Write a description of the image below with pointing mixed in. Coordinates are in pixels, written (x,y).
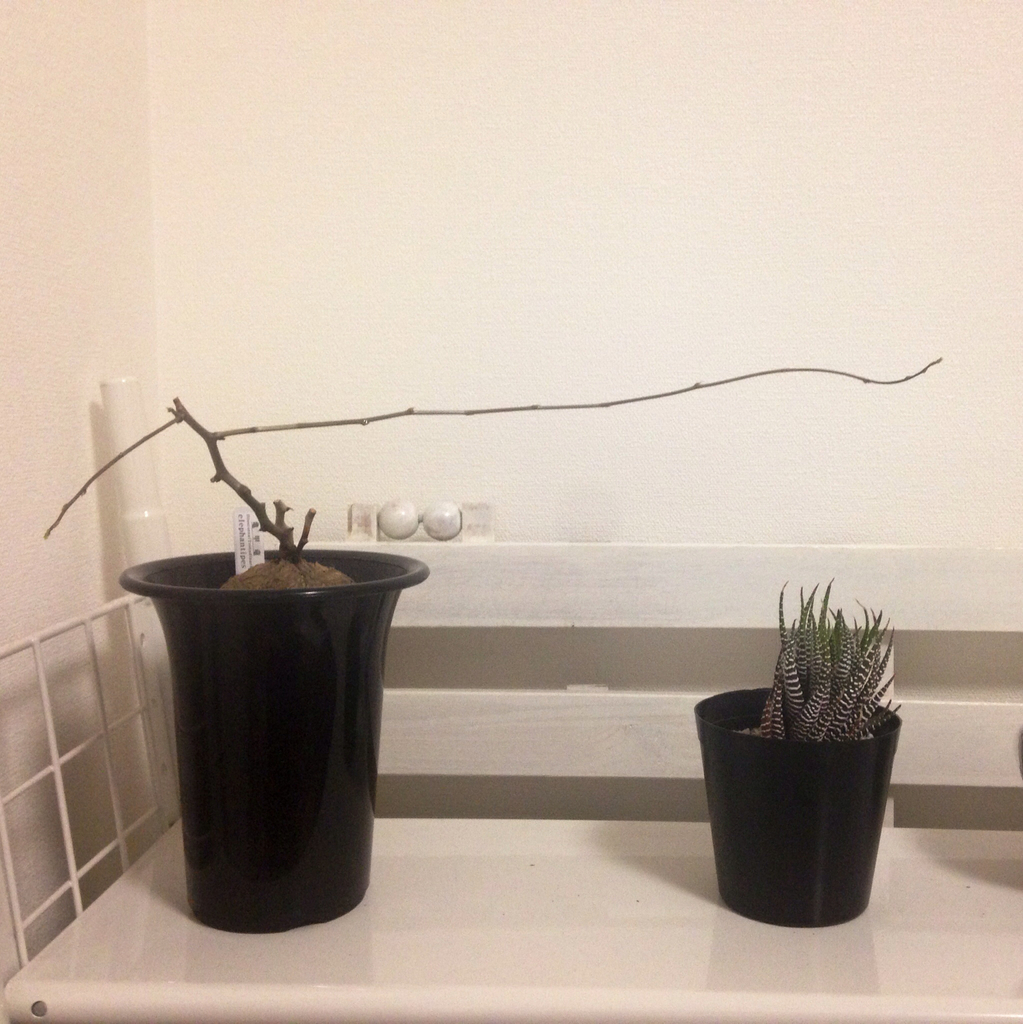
In this image we can see the houseplants (842,706) on a white surface (565,842). Behind them, we can see the wall (15,497). On the left side (95,652), we can see the metal grill (94,638).
